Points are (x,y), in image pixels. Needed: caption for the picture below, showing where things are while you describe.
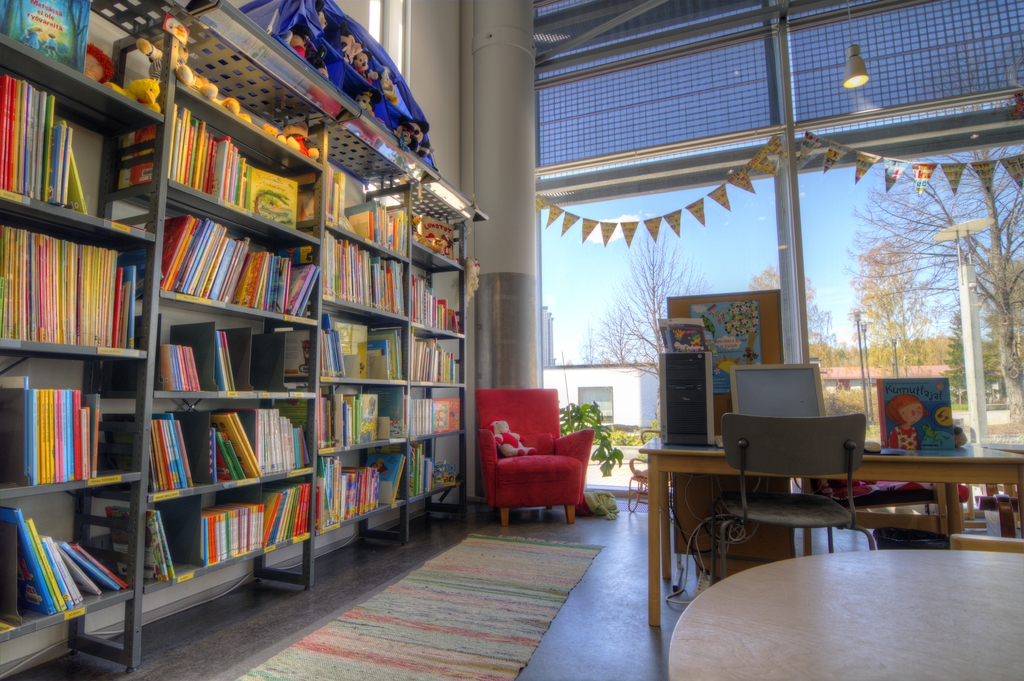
In the image we can see shelves (317,411) and books (297,407) on the shelves (303,396). There are even chairs (778,504) and a table (926,458), on the table (920,473) there is a system (764,399) and other things (883,419). Here we can see cable wires (696,546), carpet (498,615), floor (592,625), leaves (578,418), decorative papers (702,203) and light (847,84). Here we can see a glass window (656,313), out of the window (829,261) we can see trees (881,267), poles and pale blue sky (756,216).
